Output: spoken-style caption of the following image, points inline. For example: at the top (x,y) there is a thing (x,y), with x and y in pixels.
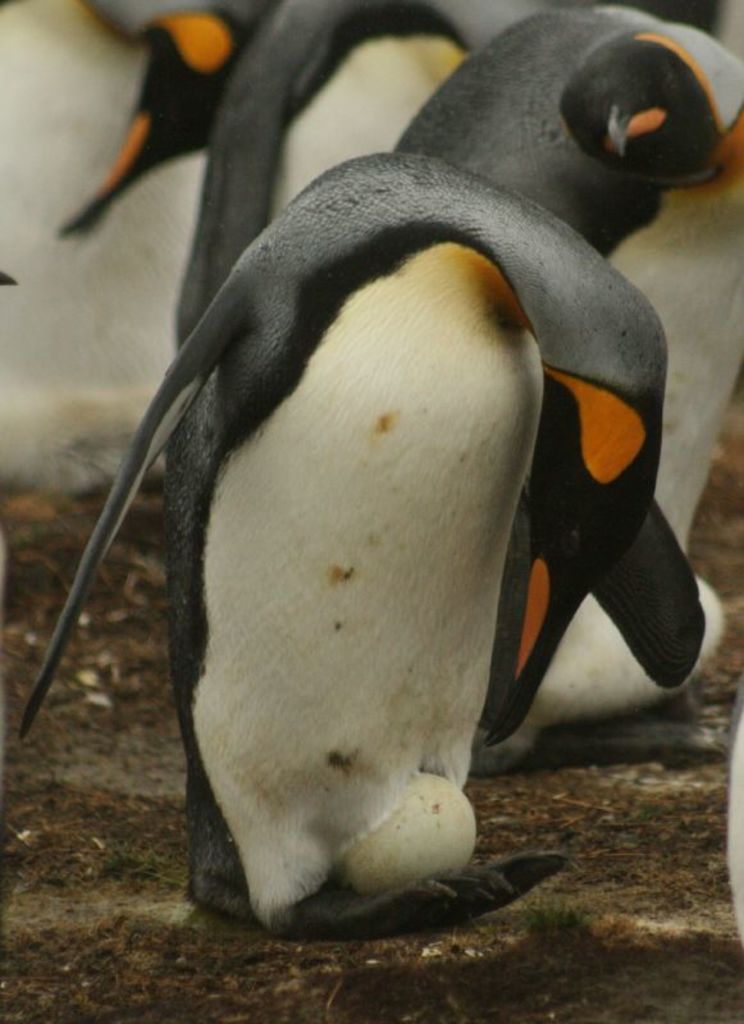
There is a penguin (421,753) in the center of the image (394,604) and there is an egg (425,840) on its legs (466,874) and there are penguins (351,126) in the background area (243,167).
